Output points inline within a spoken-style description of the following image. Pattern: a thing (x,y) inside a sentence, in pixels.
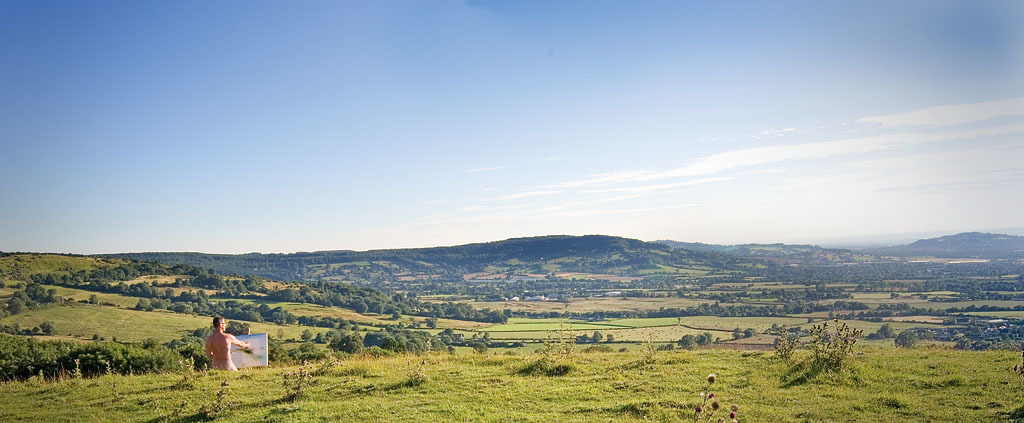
In this image we can see few hills (430,251). There are many trees (538,269) and plants (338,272) in the image. There is a grassy land (474,401) in the image. There is a sky (355,109) in the image. There is a person (221,356) and he is holding some objects (244,353) in his hand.
